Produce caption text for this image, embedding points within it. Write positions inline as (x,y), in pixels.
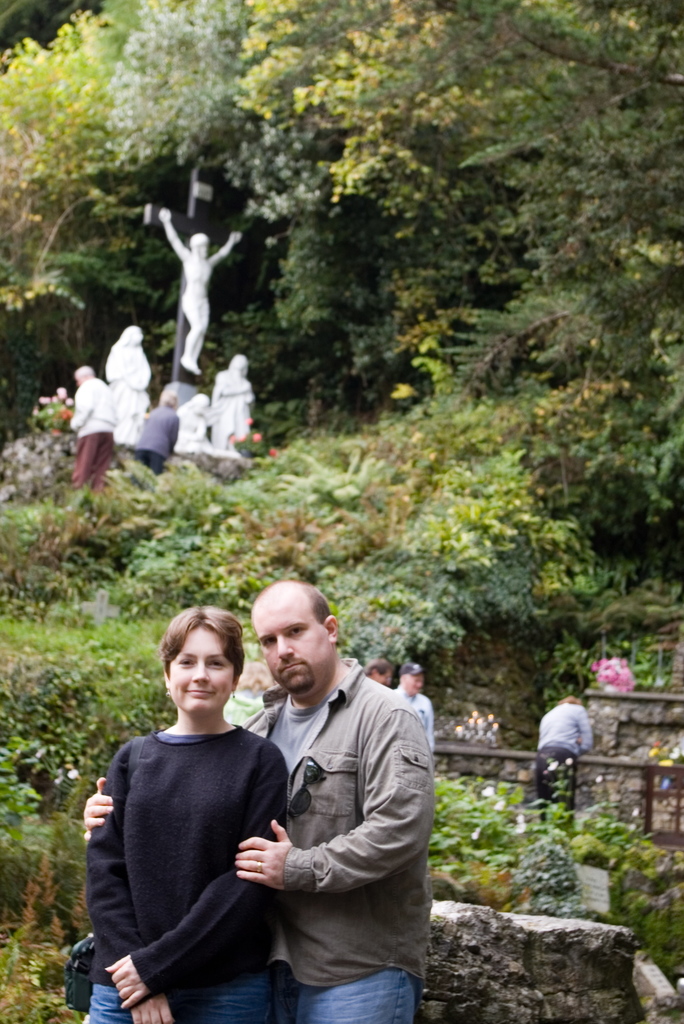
In this picture we can see a man (366,760) and a woman (144,822) are standing in the front (230,830), at the bottom (485,976) there is a rock (577,973), we can see some plants (496,604), three persons (548,739) and flowers (606,675) in the middle (288,480), in the background (136,350) there are trees (248,299), statues (200,270) and two persons (94,388).
